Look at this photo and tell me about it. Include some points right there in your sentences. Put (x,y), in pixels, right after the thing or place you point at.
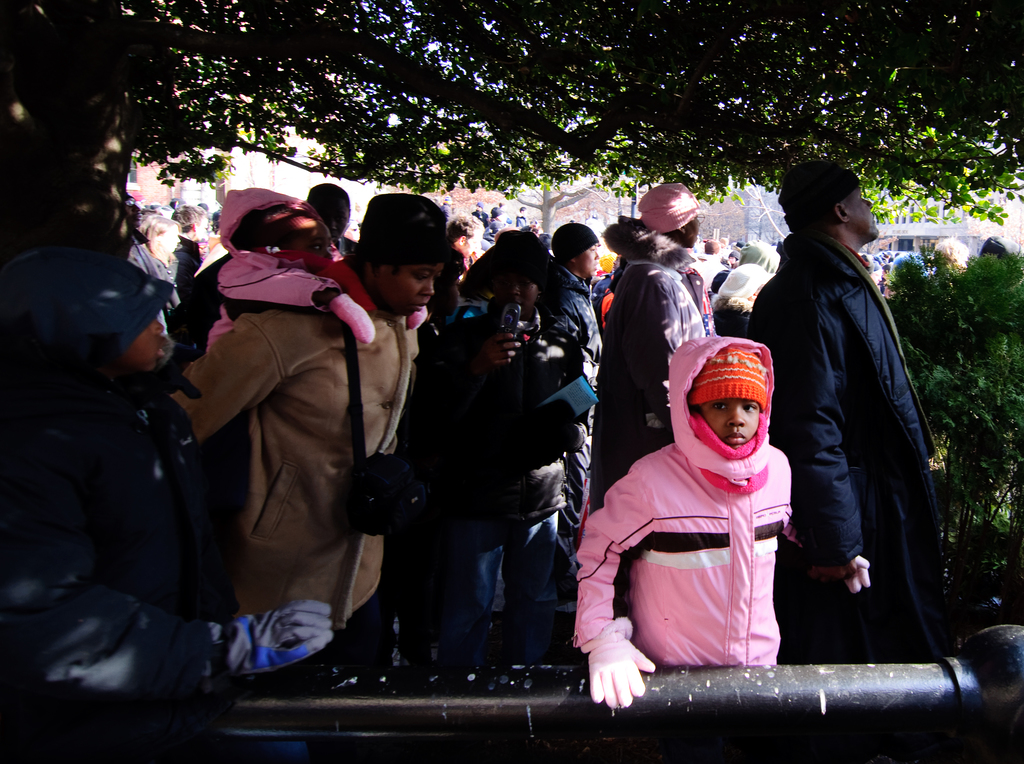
In this picture there are group of people (807,325) standing and there is a man (830,433) standing and holding the kid (762,614). At the back (374,193) there are trees (559,152) and there is a building (931,205). In the foreground (690,718) there is a plant (1020,335) and it looks like a pipe (546,706).
